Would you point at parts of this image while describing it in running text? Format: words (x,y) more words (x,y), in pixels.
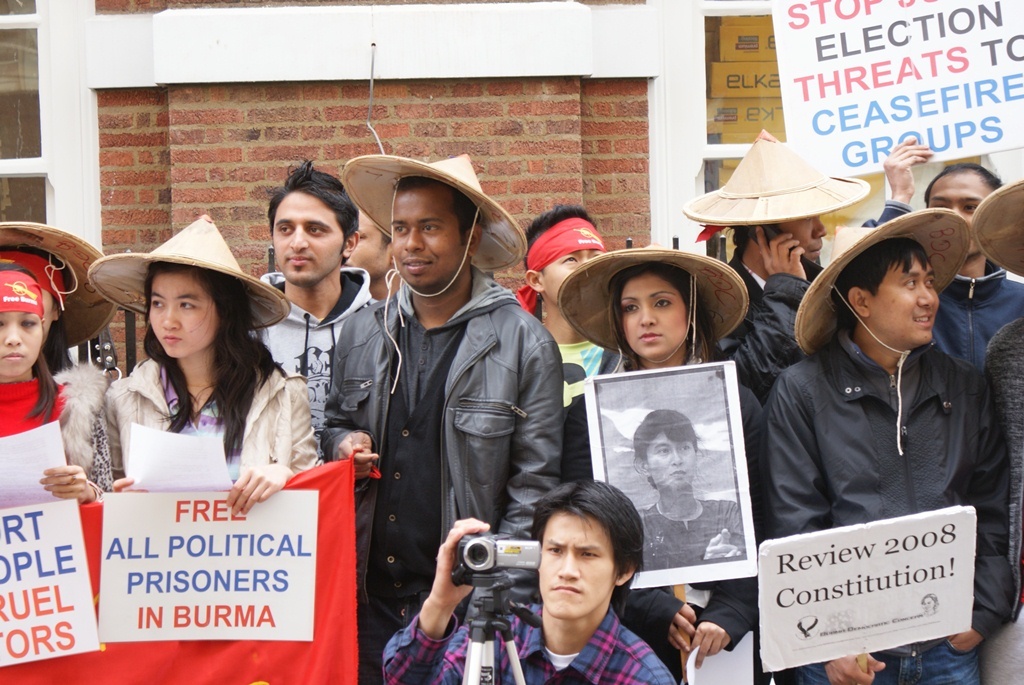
In this image we can see these people (81,300) wearing hats (48,275) are holding placards (285,536) in their hands (370,469) on which we can see some edited text (271,546) and on this board (688,435) we can see a person's face (676,468). Here we can see this person (633,561) wearing shirt (570,680) is holding the video camera (465,567) kept on the tripod stand (508,646). In the background (746,46), we can see the brick wall (294,103) and glass doors (719,90) through which we can see some things (764,87) in yellow color.
